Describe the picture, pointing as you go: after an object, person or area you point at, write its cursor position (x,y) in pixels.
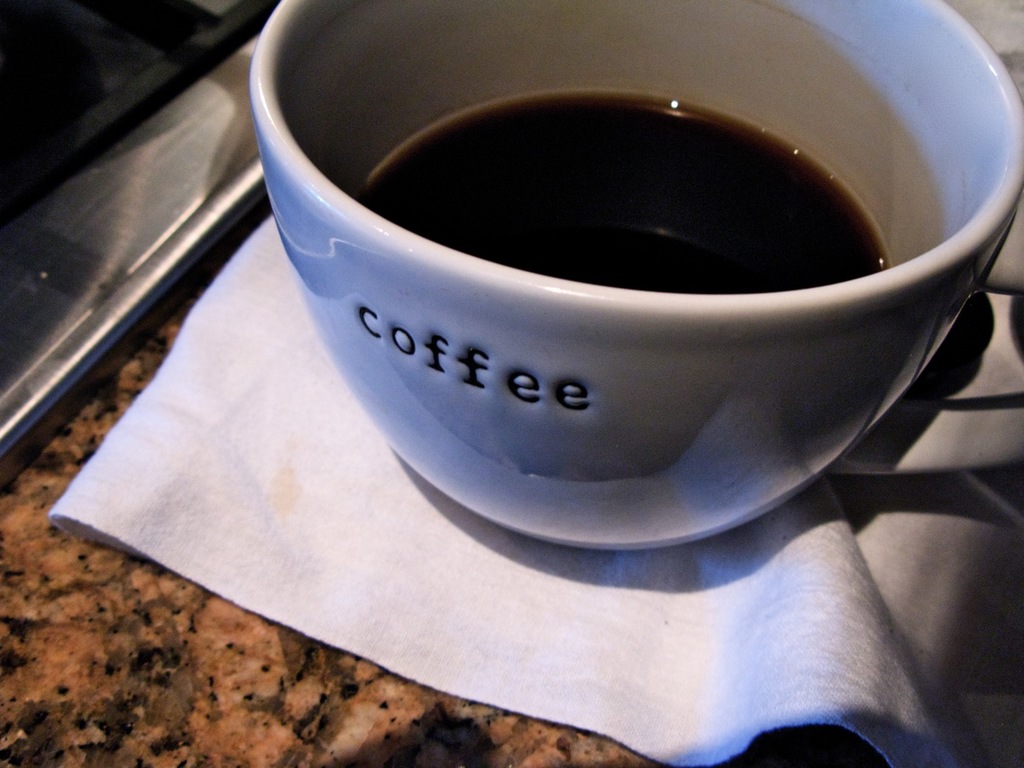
This picture shows a coffee cup (530,367) and a napkin (360,516) on the countertop (40,484).
